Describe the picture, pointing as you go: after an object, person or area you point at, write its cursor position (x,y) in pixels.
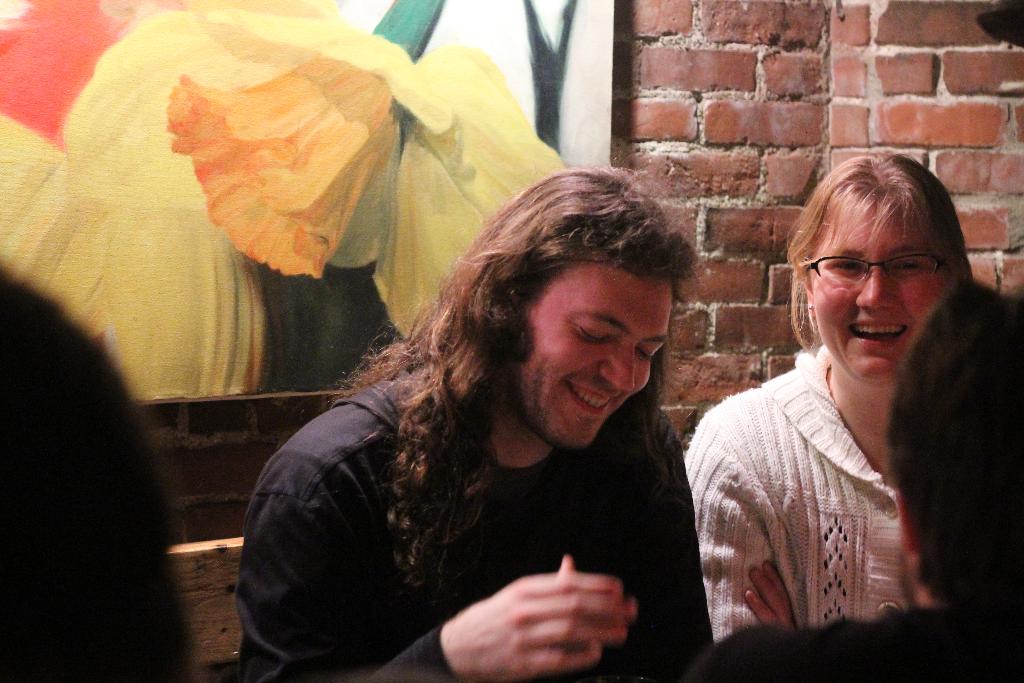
In the foreground of this image (45,523), there are heads (962,577) of a person (951,622). In the middle (561,422), there is a man (611,495) and a woman (753,522) smiling. In the background (754,40), there is a frame (473,36) on a brick wall (748,108).
